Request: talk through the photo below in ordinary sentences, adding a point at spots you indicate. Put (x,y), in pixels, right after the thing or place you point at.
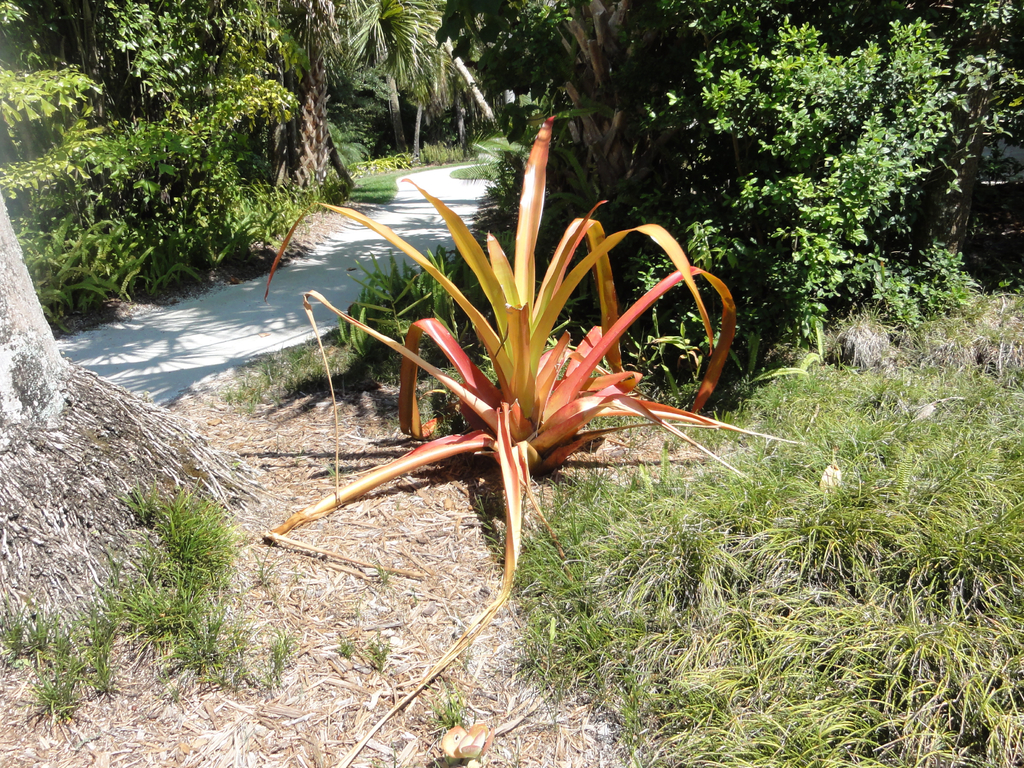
In this picture we can see few plants (599,363) and trees (525,133).
